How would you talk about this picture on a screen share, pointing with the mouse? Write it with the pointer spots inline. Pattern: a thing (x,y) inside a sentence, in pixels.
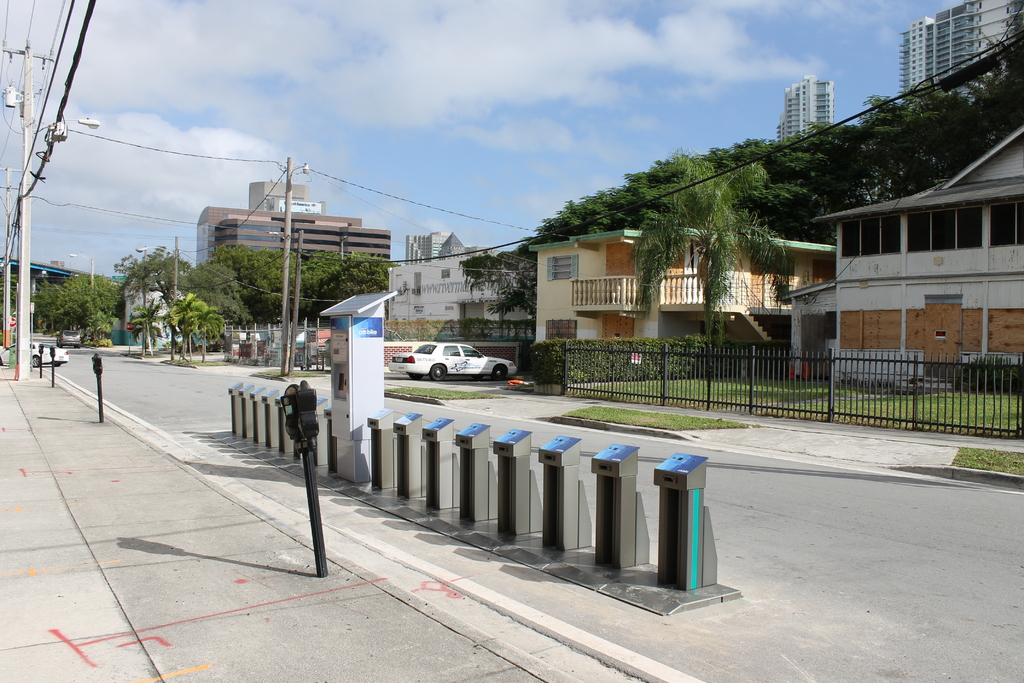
In this picture we can see parking ticket machines (314,504) and bicycle parking machines (530,486). We can see poles (22,291), road (873,513), wires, lights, grass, fence (980,426), trees (39,297) and vehicles (443,374). In the background of the image (606,280) we can see buildings (202,260) and sky (559,164).
